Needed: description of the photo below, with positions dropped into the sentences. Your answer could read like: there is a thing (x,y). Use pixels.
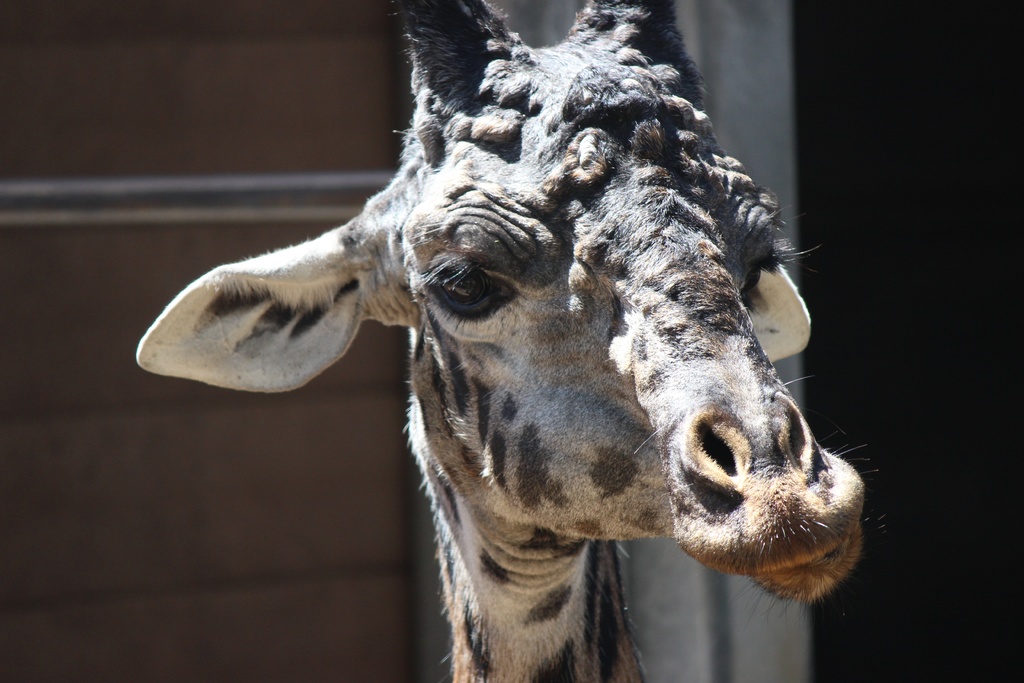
In the foreground of this picture (477,221) we can see a giraffe (530,280). In the background (160,180) we can see the metal rod (258,189) and a wall like object (263,66).
